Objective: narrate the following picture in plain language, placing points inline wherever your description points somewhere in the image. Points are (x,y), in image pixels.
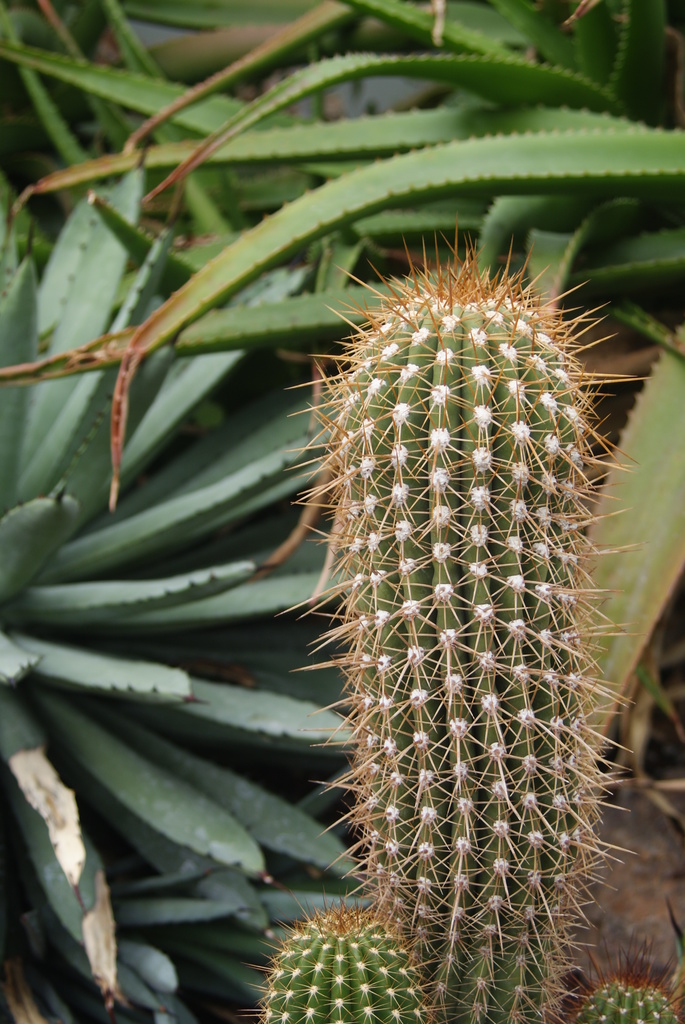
In this image we can see a cactus plant (439,771) and few other plants (246,303) in the background (292,149).
